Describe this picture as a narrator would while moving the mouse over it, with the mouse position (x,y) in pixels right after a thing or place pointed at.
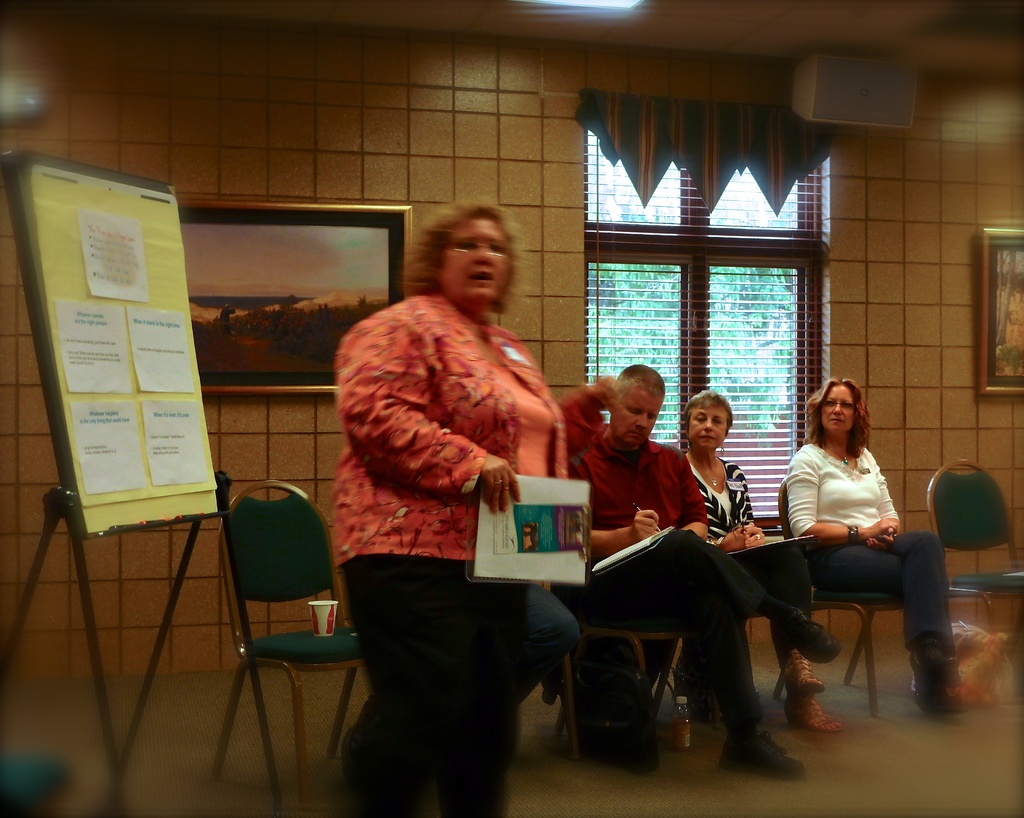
The image is taken inside the room (80,697). On the left (80,353) there is a board (138,378) and some notice papers (118,368) which are attached on the board (92,303) we can see a lady (396,702) who is standing and holding a book (548,524) in her hand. On the right (739,641) there are three people (750,594) sitting on the chair (855,600). In the background (502,140) there is a wall (540,224), a photo frame (355,211) and a window (722,289).
